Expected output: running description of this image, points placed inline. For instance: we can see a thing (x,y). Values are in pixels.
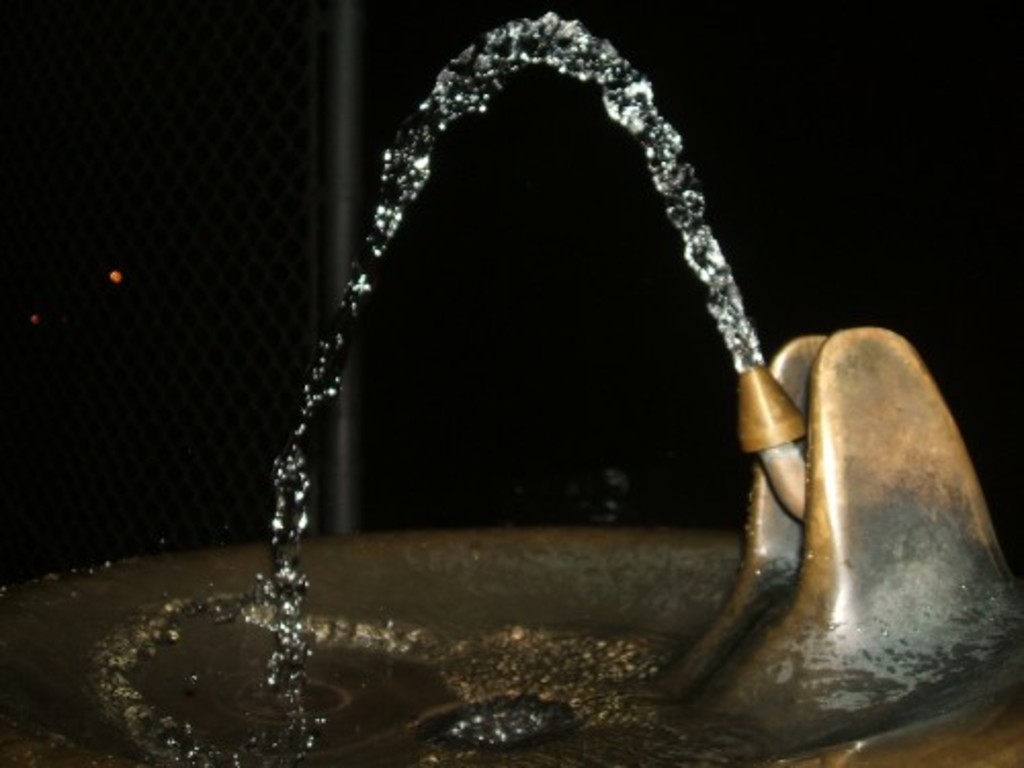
Here we can see sink (399,605) with tap (769,555) and water (326,722) and we can see mesh (217,467) with rod (331,119).
